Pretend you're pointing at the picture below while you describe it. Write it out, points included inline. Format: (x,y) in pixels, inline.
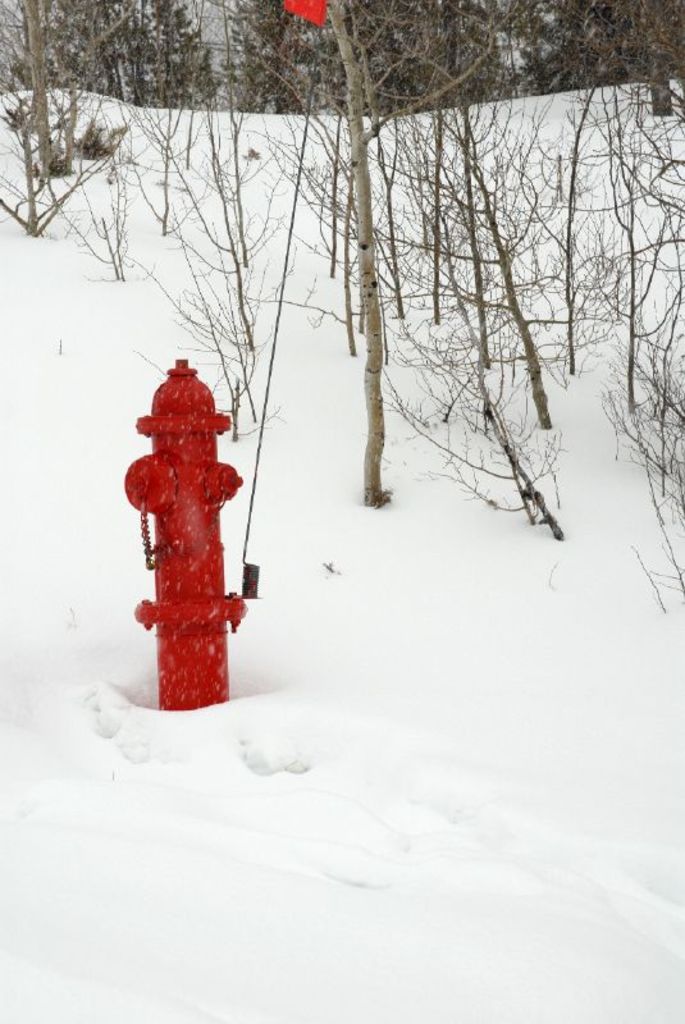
In this picture we can see red hydrant (181,701), snow (239,714) and trees (408,70).
